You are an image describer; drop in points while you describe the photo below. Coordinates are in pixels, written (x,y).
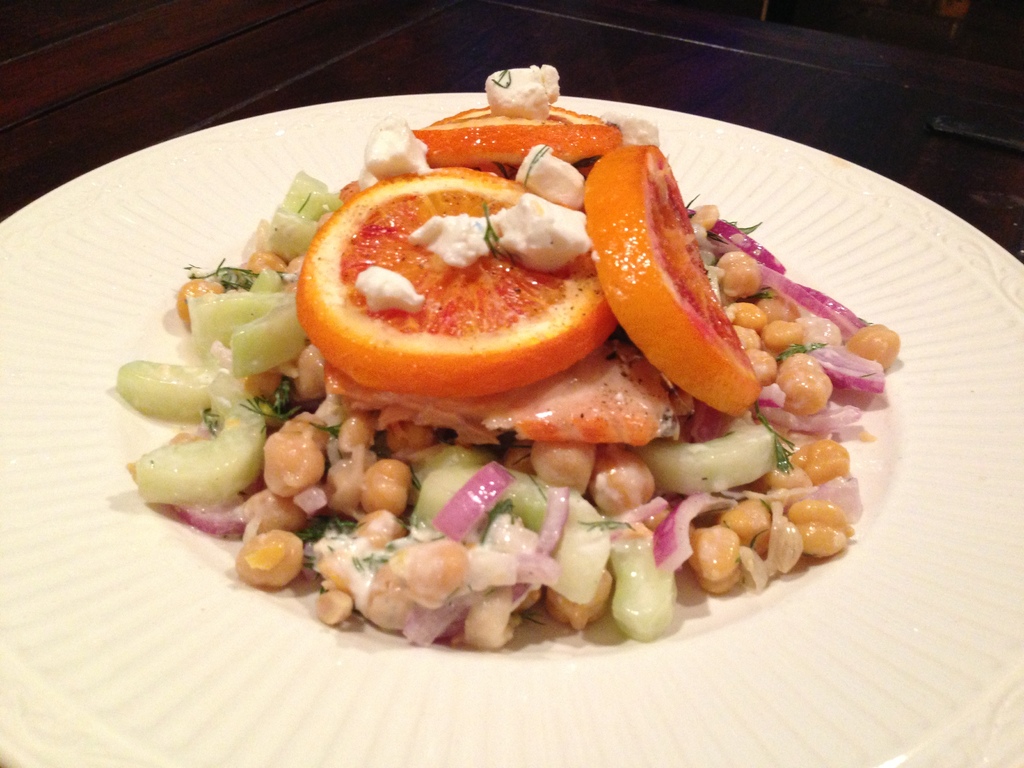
In this picture we can see food (562,407) in the plate (747,216) on the wooden platform (953,197).
